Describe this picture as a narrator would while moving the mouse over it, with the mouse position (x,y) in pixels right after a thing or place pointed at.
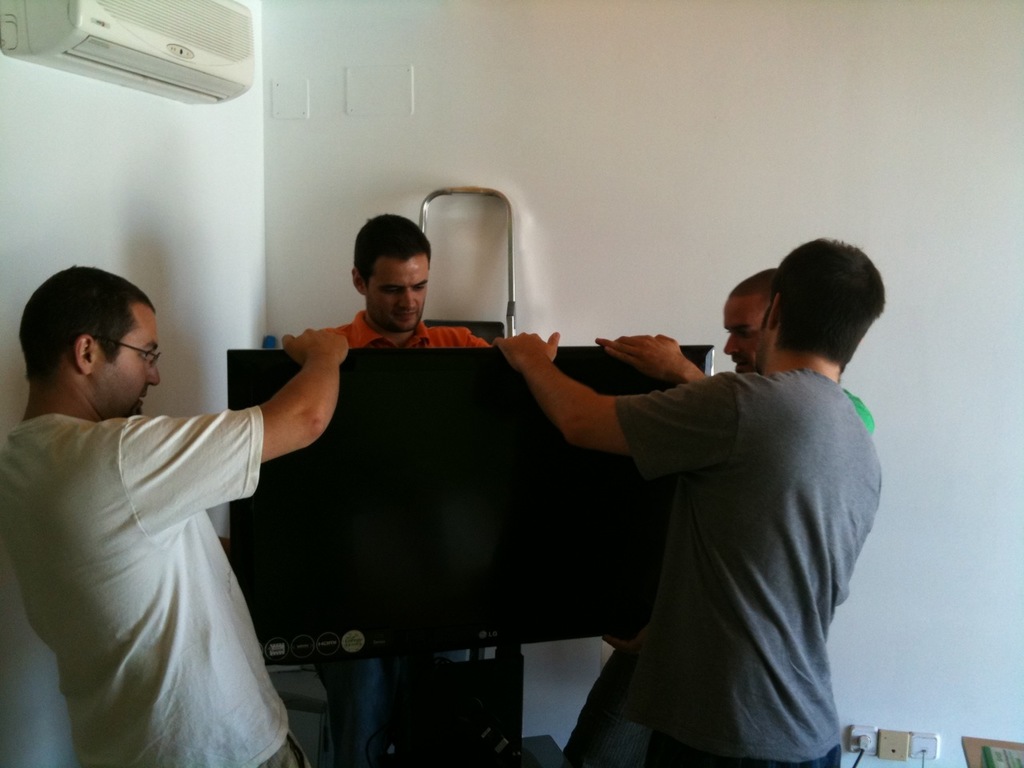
In this image we can see these four persons (67,464) are holding the television (590,358) in the hands (673,375) and standing on the floor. Here we can see the ladder (464,323), socket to wall (1015,642) and air conditioner (43,46) fixed to the wall (421,127) in the background (49,33).
